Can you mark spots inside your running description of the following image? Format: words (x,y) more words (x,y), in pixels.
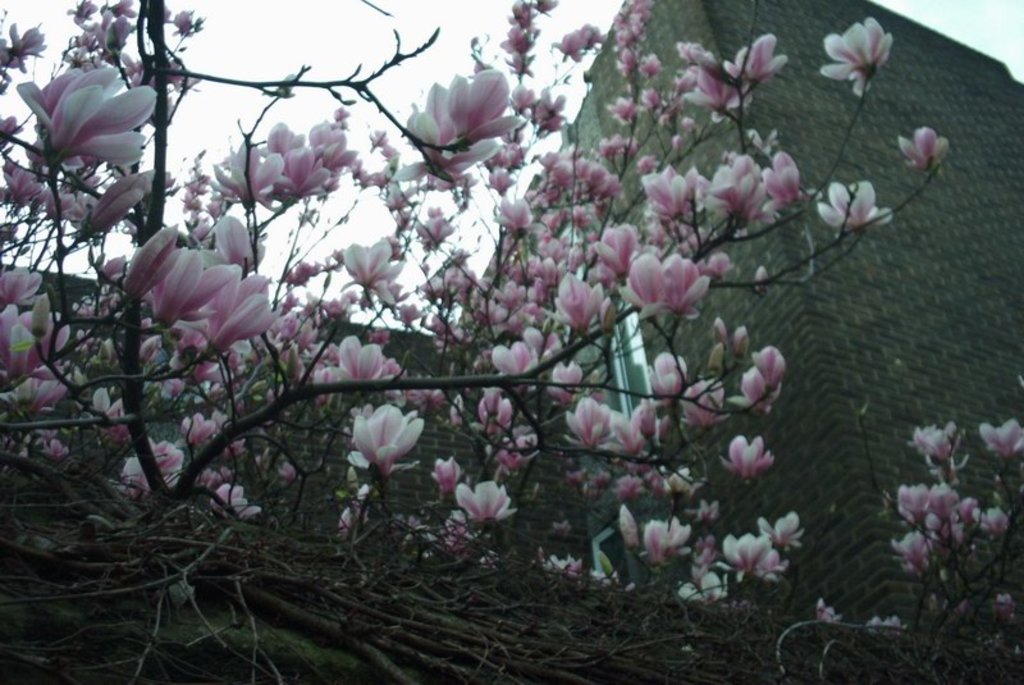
In this image there are flowers (247,262) on a tree (354,347), in the background of the image (459,463) there is a building (735,432).
